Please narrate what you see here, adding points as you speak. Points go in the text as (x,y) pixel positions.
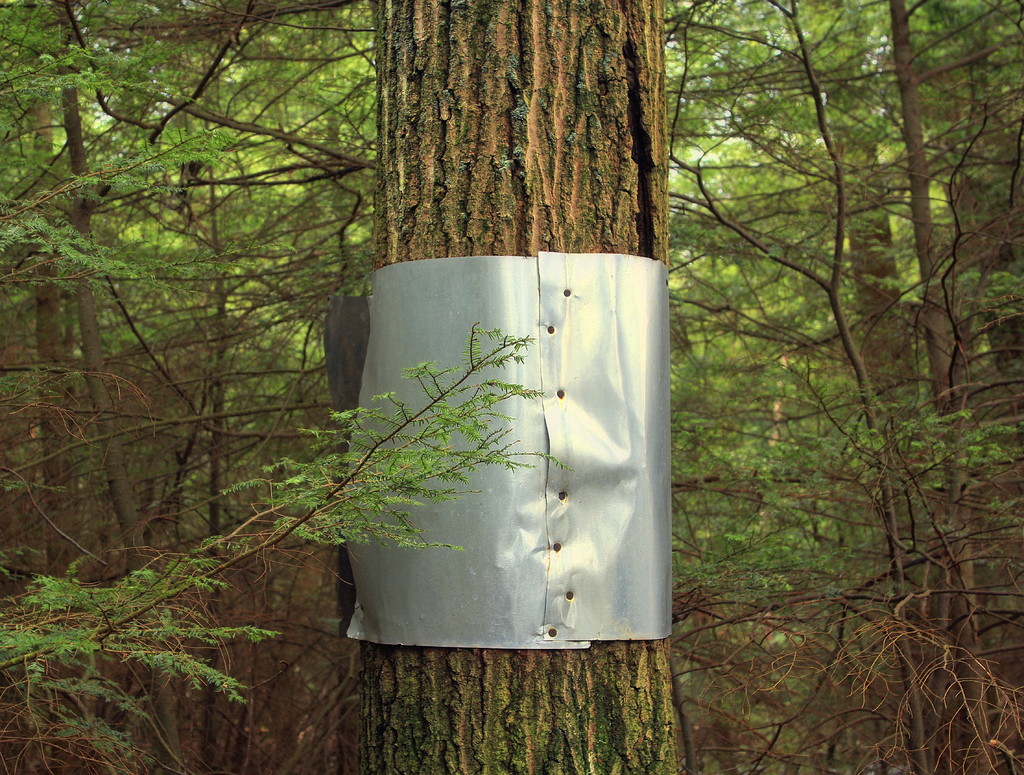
In this image I can see a trunk (432,116). Background (93,123) I can see trees (230,276) in green color and sky (98,111) in white.
